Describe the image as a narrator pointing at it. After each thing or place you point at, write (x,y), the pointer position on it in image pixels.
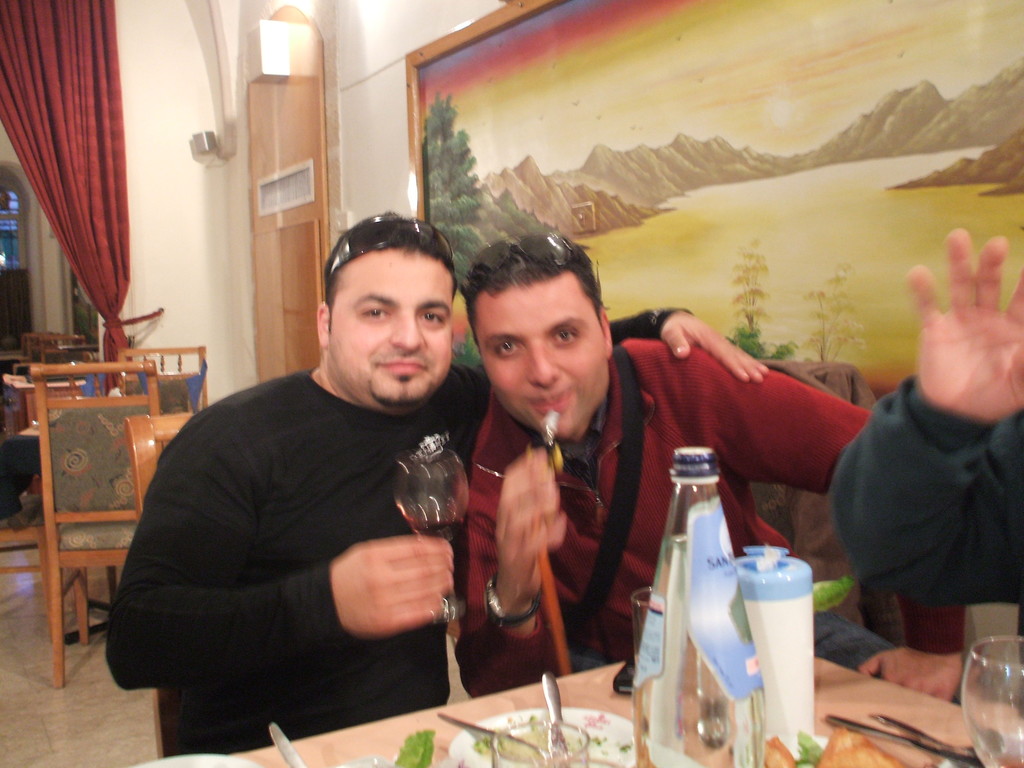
In this picture there are two guys (304,432) posing for a picture and in the background (551,145) we find a painting (500,104) attached to the wall (354,48) and then at the top of the table (612,705) there are food eatables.
